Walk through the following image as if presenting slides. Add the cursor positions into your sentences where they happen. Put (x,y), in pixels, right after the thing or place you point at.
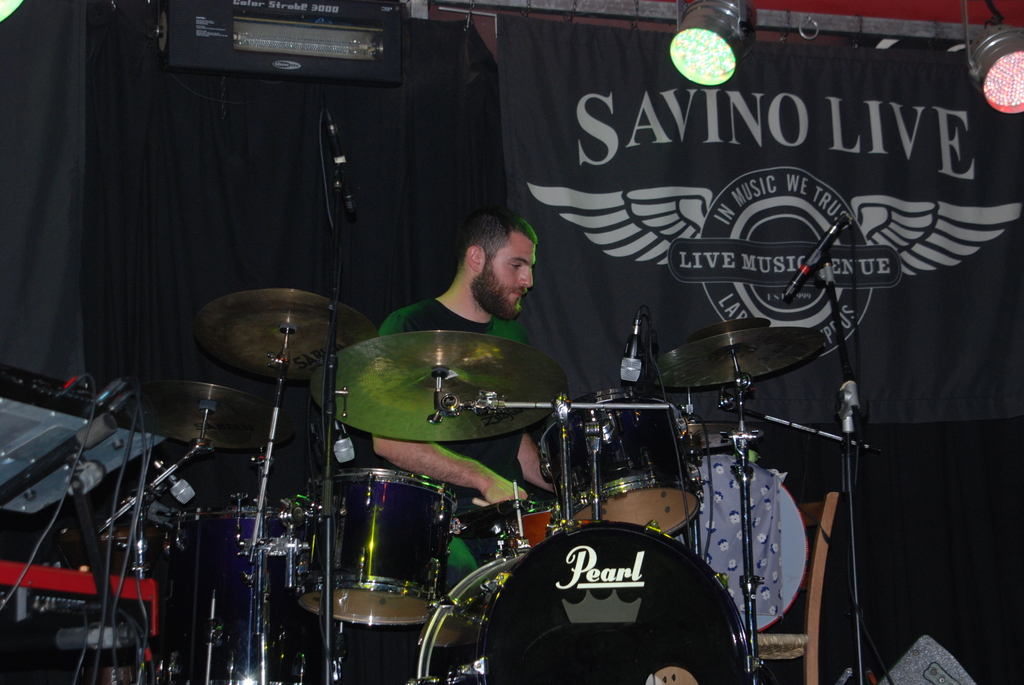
In the background (371,202) we can see the curtains (28,161), object (171,25), banner (855,50) and the lights (1000,65). In this picture we can see a man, chair (763,652), musical instruments (737,642), stands (749,645), microphones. We can see a black object (917,649) beside a chair (816,654).
